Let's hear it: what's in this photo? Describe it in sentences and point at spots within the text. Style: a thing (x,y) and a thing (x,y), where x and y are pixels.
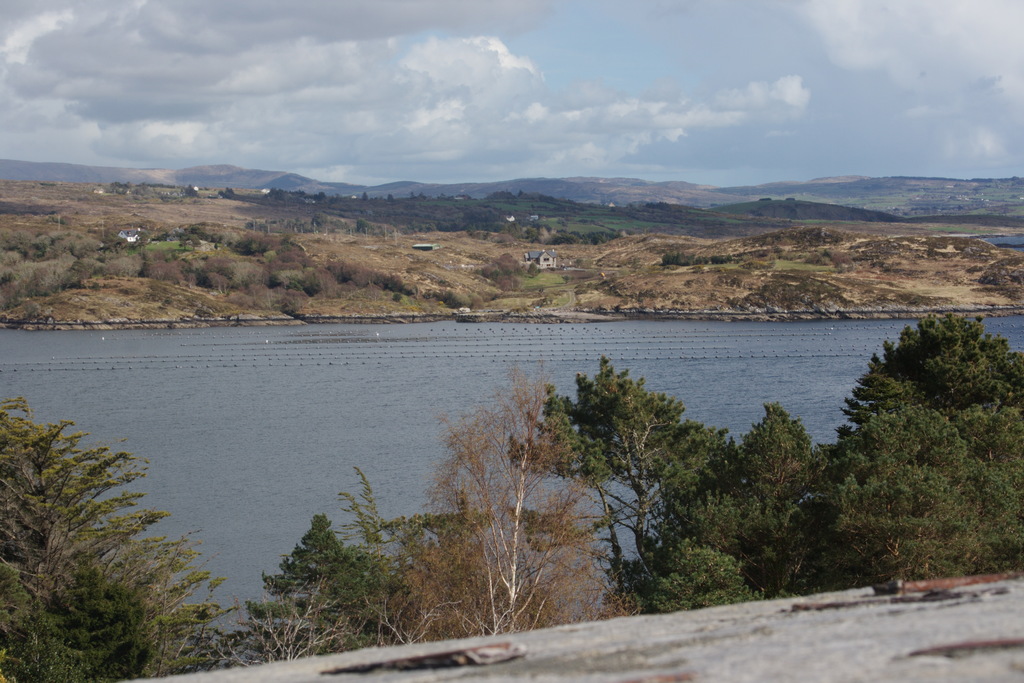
In this image I can see few trees (233,654) in green color. Background (396,443) I can see water (208,377), few houses (436,243), and the sky (580,114) is in white and blue color.
